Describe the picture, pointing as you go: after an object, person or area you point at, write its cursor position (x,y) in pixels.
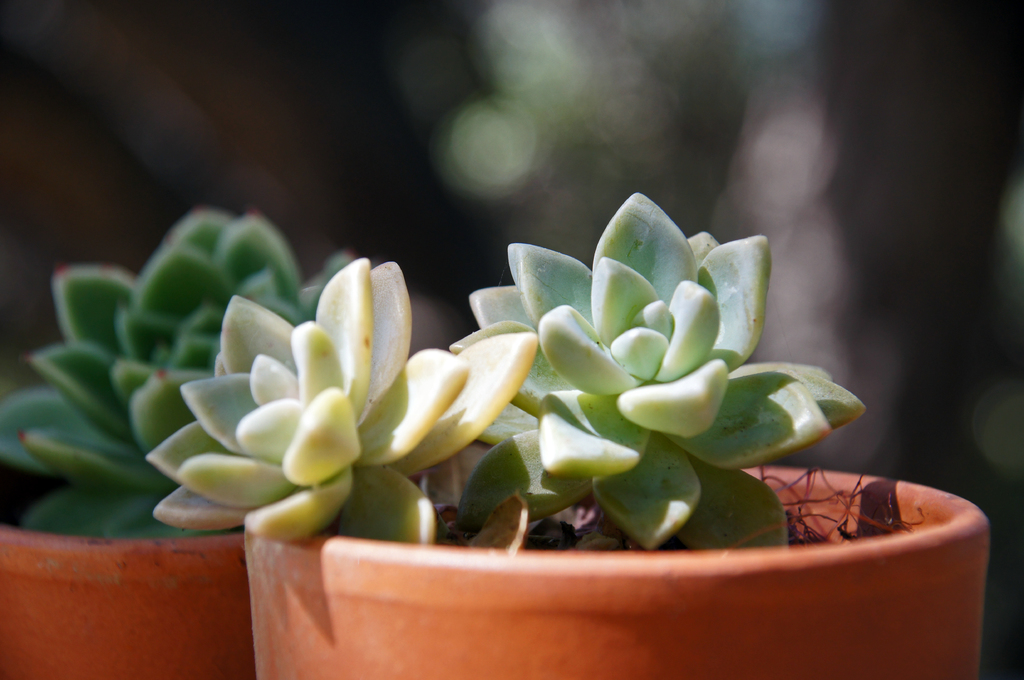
In this image I can see two flower pots (350,603) which are brown in color and I can see plants (490,434) which are green in color in them. I can see the blurry background (960,416).
